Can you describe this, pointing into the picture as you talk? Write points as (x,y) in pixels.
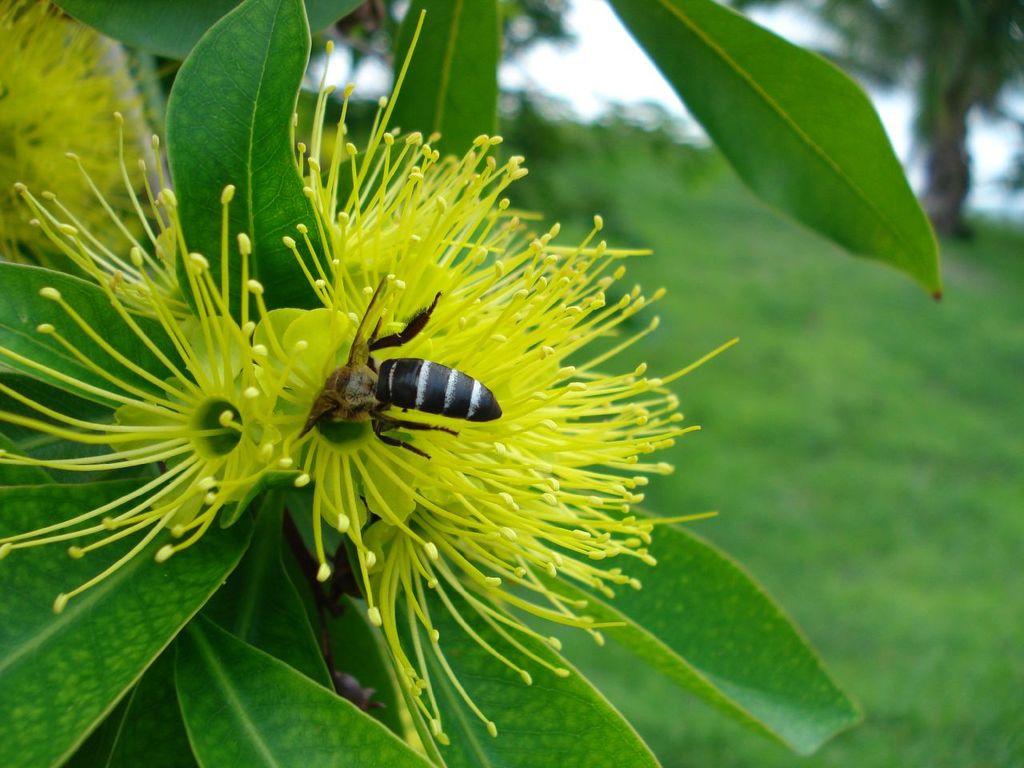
In this image there is the sky (591,47) towards the top of the image (584,83), there are trees (897,82), there is grass (796,454) towards the right of the image (776,324), there is a plant (298,362), there are flowers (399,479), there is an insect (402,400) on the flower (292,447).
